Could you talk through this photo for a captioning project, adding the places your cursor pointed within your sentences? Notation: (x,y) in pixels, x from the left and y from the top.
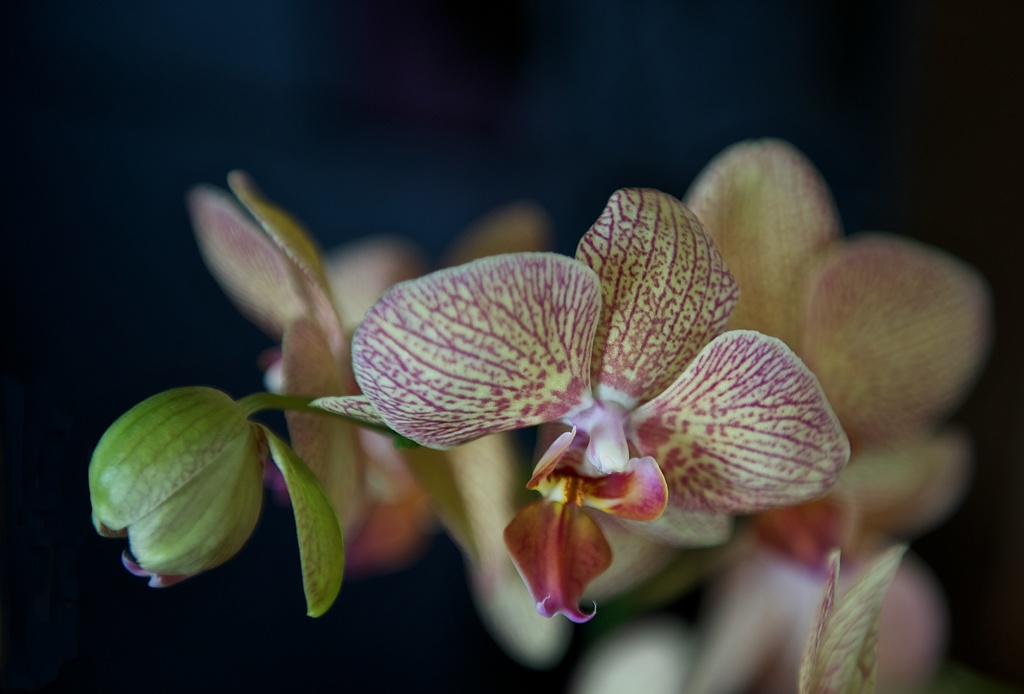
This image consists of flowers (328,480). They are in yellow and pink color.
